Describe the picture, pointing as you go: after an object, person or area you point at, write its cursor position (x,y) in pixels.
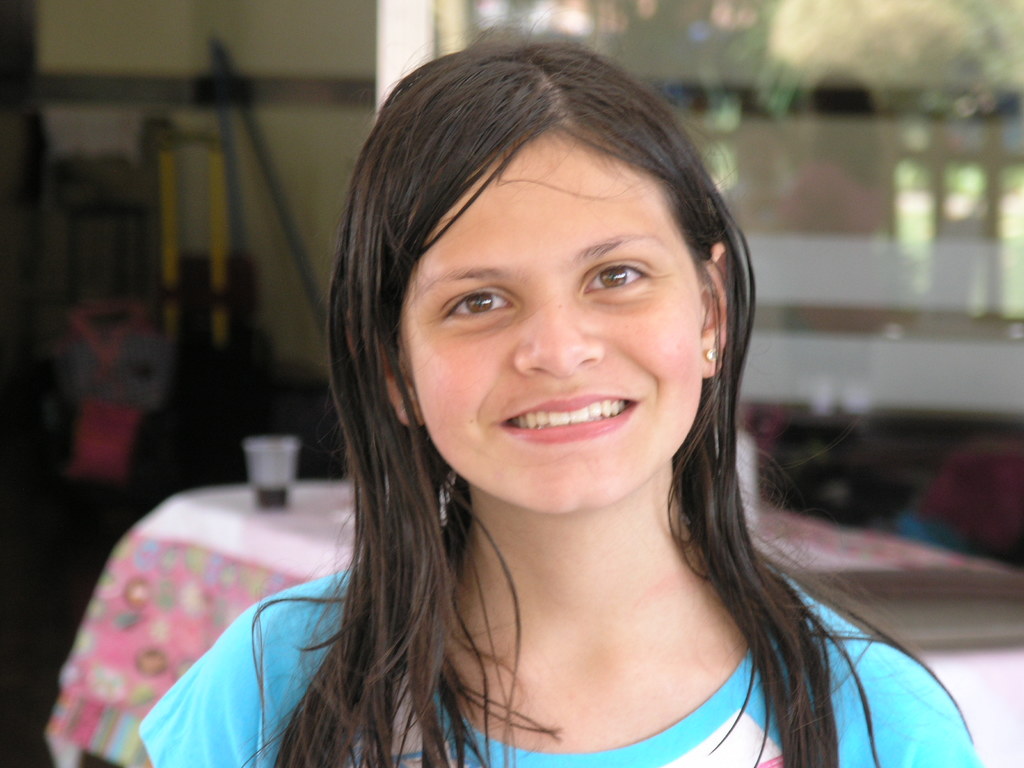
In this image, we can see a woman (520,496) is watching and smiling. Background (21,592) there is a blur view. Here there is a table (202,584) covered with cloth (215,633). On top of that there are few items (1023,619) are placed on it. Here we can see glass object (896,313). On the glass (906,281) we can see few reflections (866,200). On the left side of the image (86,395), we can see few objects (111,437).
